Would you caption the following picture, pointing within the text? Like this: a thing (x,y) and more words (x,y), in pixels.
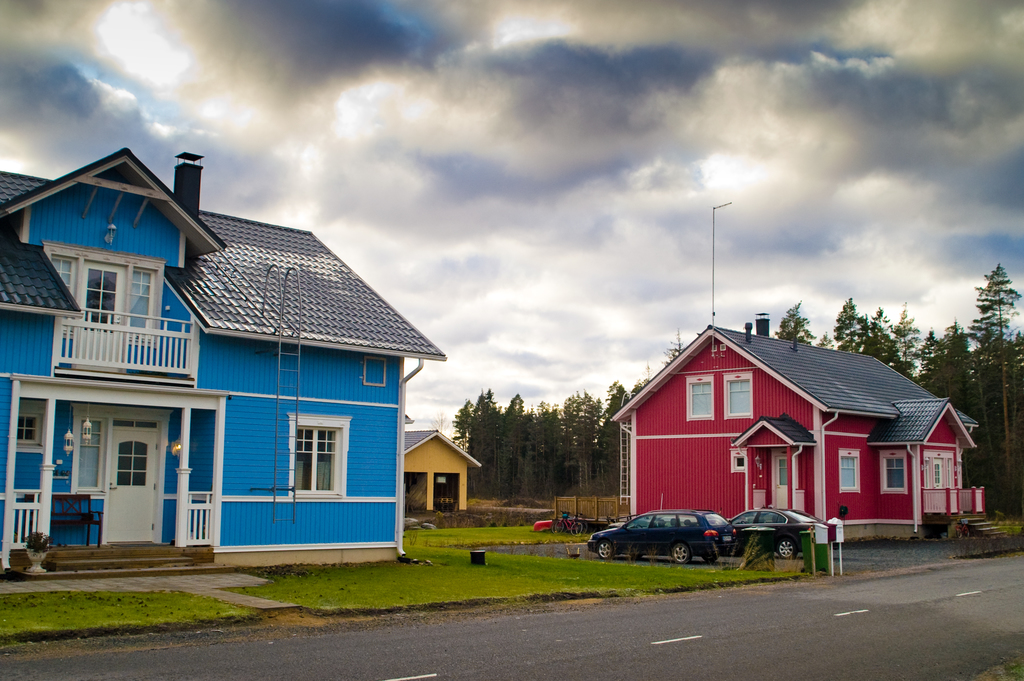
In the foreground of this image (748,644), there is a road (555,653). In the middle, there are two houses (759,492), grass (489,573), stairs (188,568), a bench (70,520) and two cars (722,534). In the background (494,441), there is a shelter (449,468), trees (525,432), sky (502,206) and the cloud (515,124).
